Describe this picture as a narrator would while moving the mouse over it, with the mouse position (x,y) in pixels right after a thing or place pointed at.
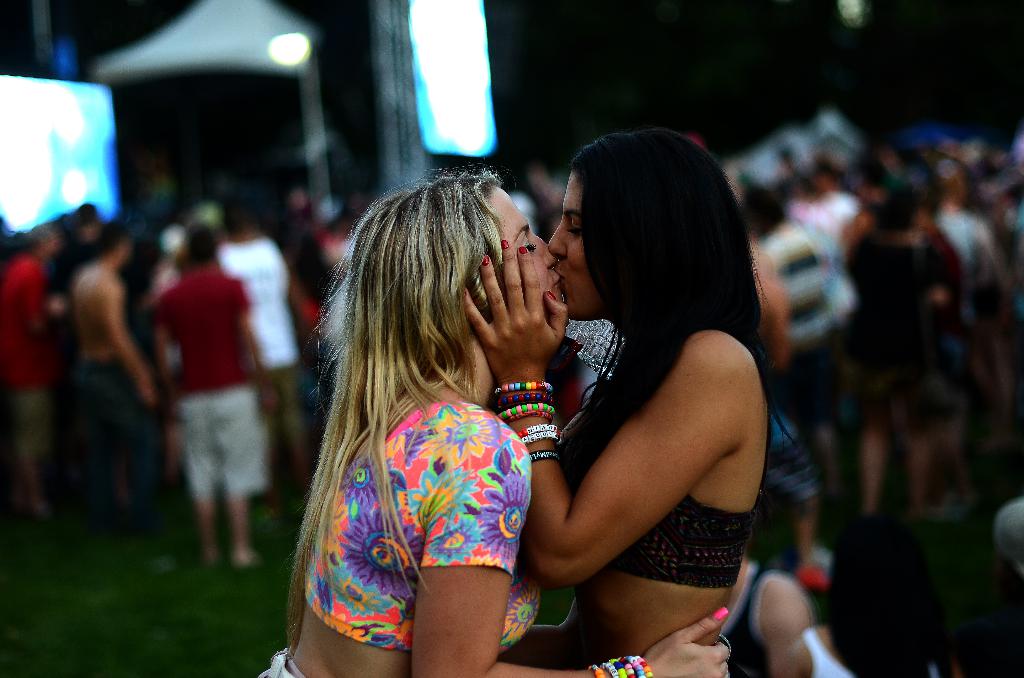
In this picture there are two women (409,616) kissing each other. In the background of the image (944,276) it is blurry and we can see people (995,281) and objects (389,18).
